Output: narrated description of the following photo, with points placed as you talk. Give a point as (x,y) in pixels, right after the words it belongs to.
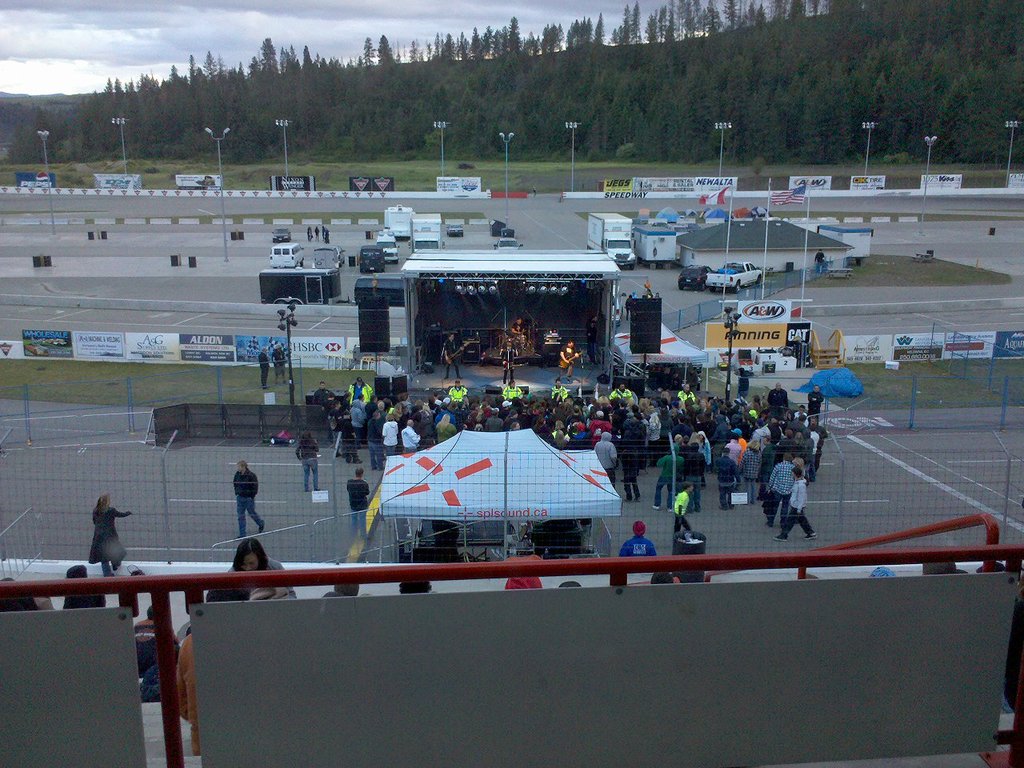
In this image I can see the group of people (556,435) standing and wearing the different color dresses (381,441). To the side of these people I can see the tent (489,511) and few people (445,349) playing the musical instruments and these people (509,354) are on the stage (474,350). To the side of the stage (479,352) I can see the poles (290,358) and many boards (760,343). There is a net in the front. In the background (708,257) I can see many vehicles (397,245) and the shed (761,224). I can also see many poles (726,251), boards (352,191), flags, trees (279,95) and the sky (171,32).
